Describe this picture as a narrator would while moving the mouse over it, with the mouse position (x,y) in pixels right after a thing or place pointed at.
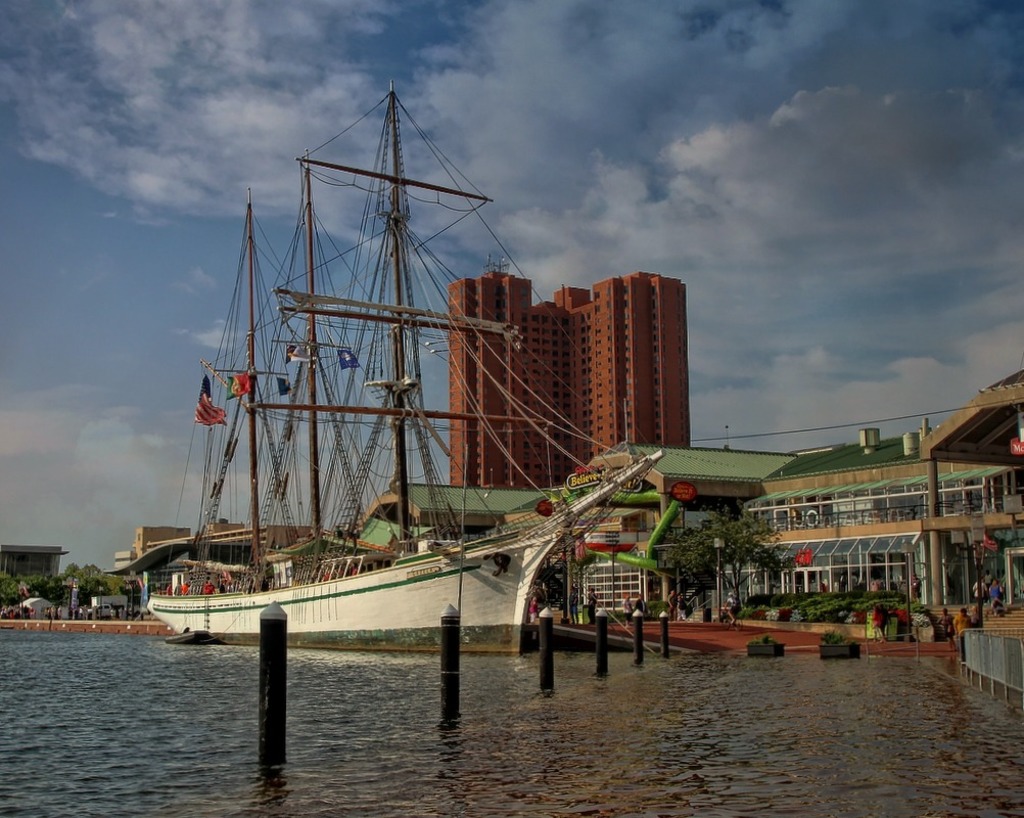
On the left side (210,413), there is a ship (482,543) on the water (109,666). Beside this ship (494,587), there are poles (668,614) in the water (191,684). On the right side (1018,693), there is a fence (1019,677). In the background (926,427), there are buildings (945,427), trees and plants (844,601) on the ground (953,652) and there are clouds (776,111) in the sky (47,201).
